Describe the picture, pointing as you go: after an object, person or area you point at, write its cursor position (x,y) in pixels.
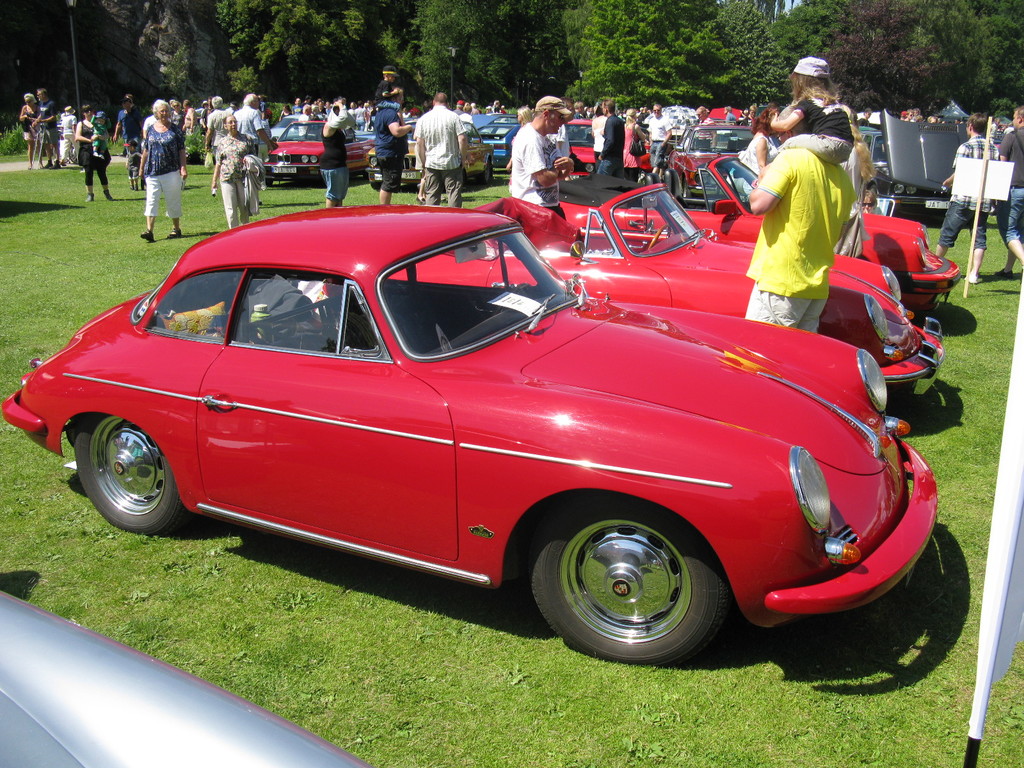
In this image, there is grass (237,644) on the ground (172,597) which is in green color, there are some red color cars (112,458), there are some people (448,170) looking the cars (574,143), there are some people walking at the left (261,196), at the background (464,34) there are some green color trees (489,34).
